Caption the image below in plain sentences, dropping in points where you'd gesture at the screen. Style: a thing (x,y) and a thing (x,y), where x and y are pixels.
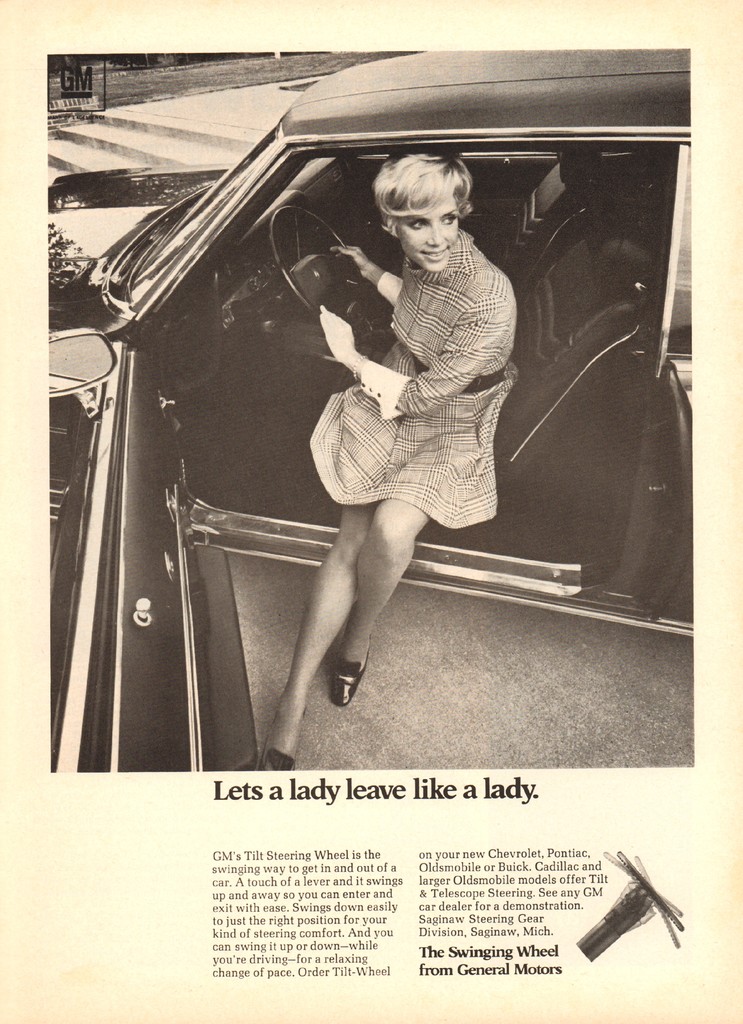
This image is a photo copy of a newspaper (306,601) as we can see there is one women (394,430) sitting in the car (279,493) at top of this image (438,313) and there is a car (227,212) in middle of this image (253,393) and there is some text (357,894) written at bottom of this image (364,868) and there is one watermark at top left corner of this image (102,101).
